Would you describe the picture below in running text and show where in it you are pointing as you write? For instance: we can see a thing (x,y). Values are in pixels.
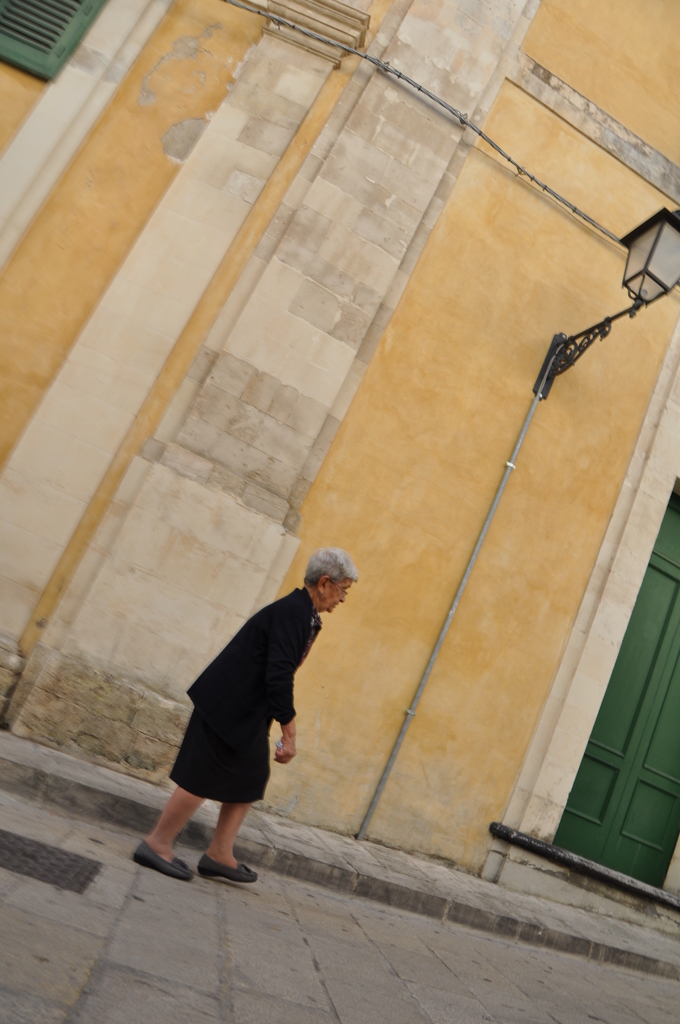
At the bottom of this image (255,767), there is a woman (298,650) in a black color dress (208,675), walking on a road (161,893) on which there is a manhole (46,881). In the background (277,375), there is a footpath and a building (635,103) which is having a wooden door (652,696), a window (30,18) and a light (646,276) attached to the wall (533,336) and there is a footpath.
